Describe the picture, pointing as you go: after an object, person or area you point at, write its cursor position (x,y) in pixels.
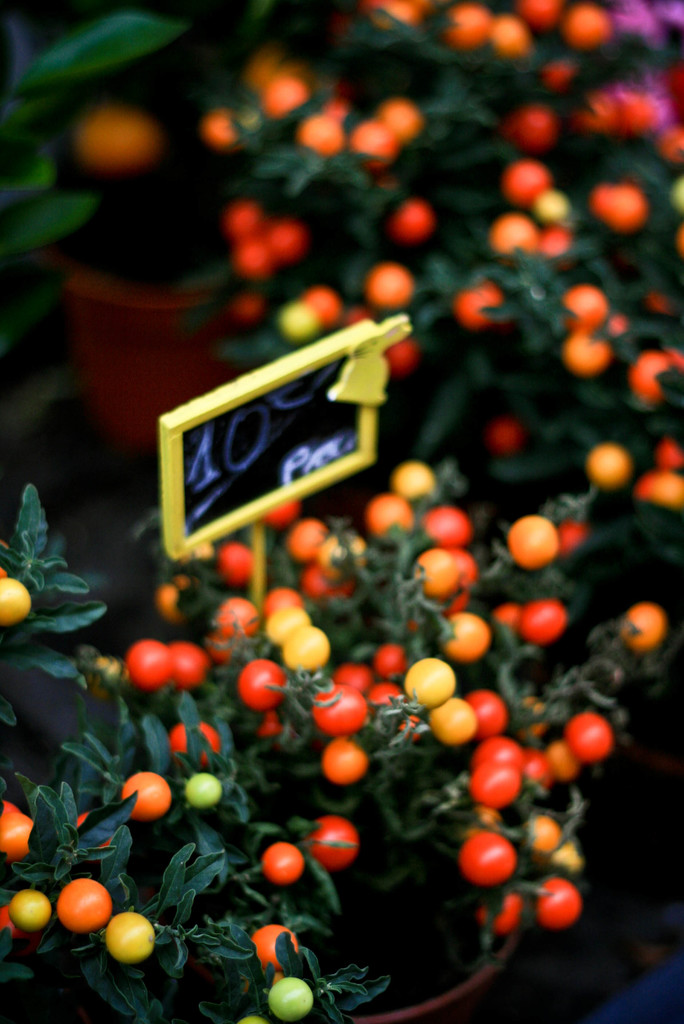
In this image we can see many plants (369,679). There are many plant pots (121,340) in the image. There are many fruits (445,663) to the plants (426,631). There is a board (256,469) in the image.
